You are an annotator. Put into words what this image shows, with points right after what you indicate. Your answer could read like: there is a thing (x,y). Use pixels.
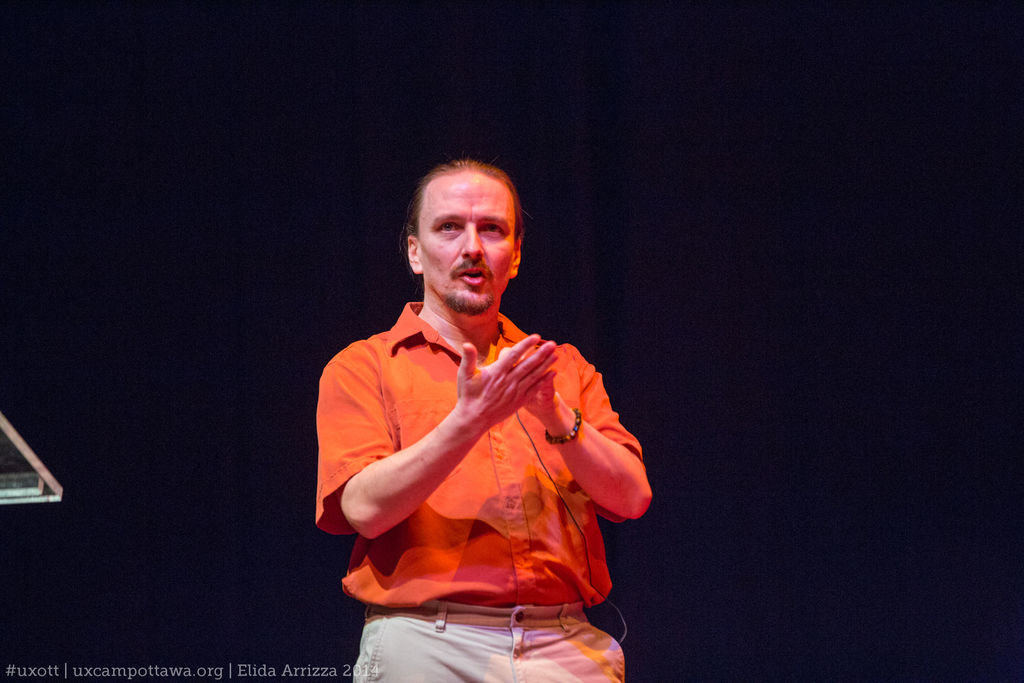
In the center of this picture (492,394) we can see a man (491,407) wearing shirt (494,474), standing and seems to be speaking. On the left corner (32,477) we can see an object (36,482). The background of the image (217,503) is very dark. In the bottom left corner (52,670) we can see the watermark (235,677) on the image.
